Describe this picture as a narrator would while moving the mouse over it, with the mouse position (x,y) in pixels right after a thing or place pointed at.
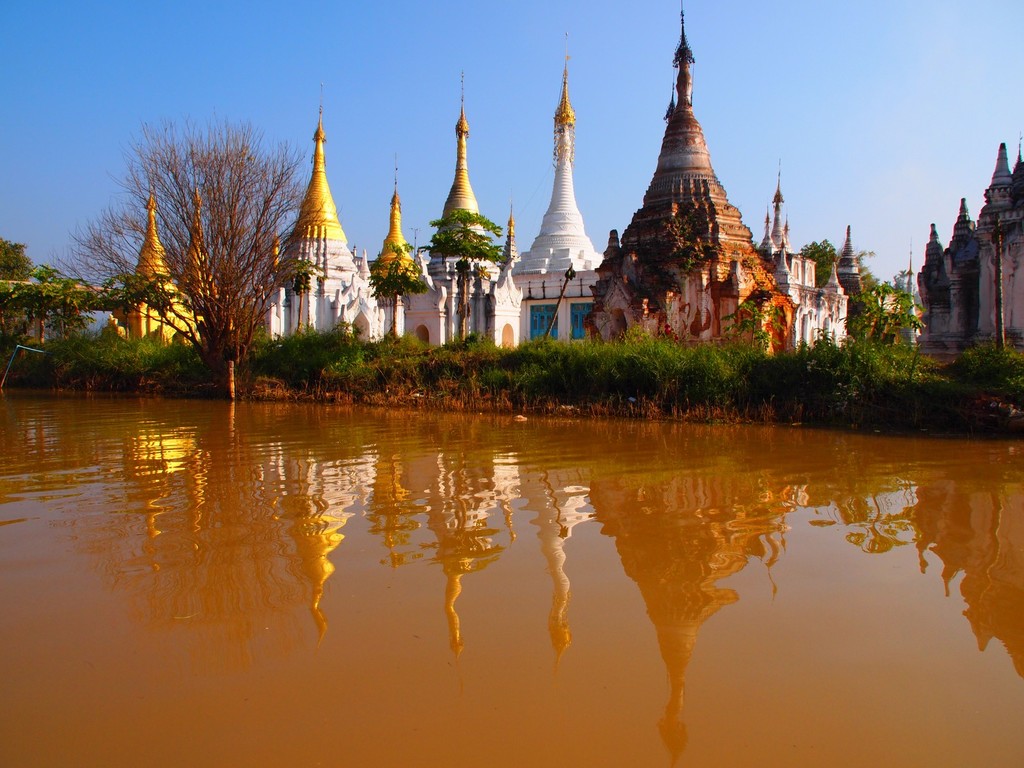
This picture is clicked outside. In the foreground (493,565) we can see a water body (560,551). In the center (630,330) we can see the plants (474,342) and trees (462,334) and we can see the buildings (555,243) and the spires like objects (306,223). In the background (228,93) we can see the sky (226,94), trees (227,131) and some other objects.
